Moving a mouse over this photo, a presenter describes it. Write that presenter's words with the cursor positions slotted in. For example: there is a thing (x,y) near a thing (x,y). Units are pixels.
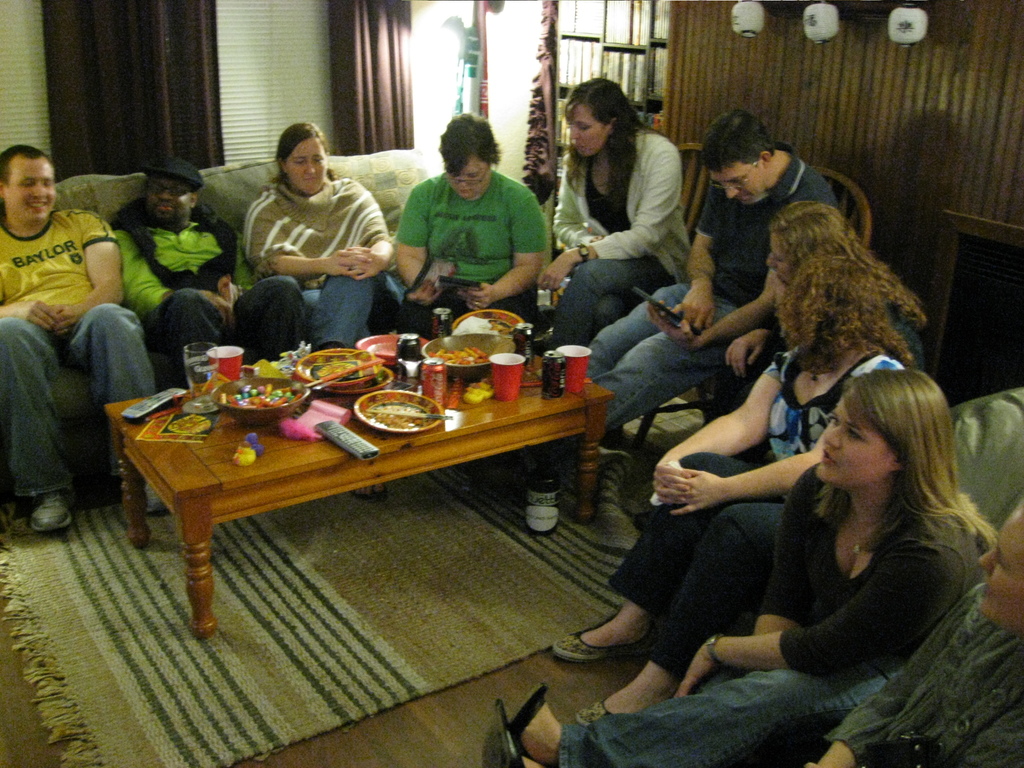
In this image there are group of people (637,268) sitting on the couch (369,169) and a chair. On the table (324,442) there are food items (409,408), bowl (268,407), plate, cup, remote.
